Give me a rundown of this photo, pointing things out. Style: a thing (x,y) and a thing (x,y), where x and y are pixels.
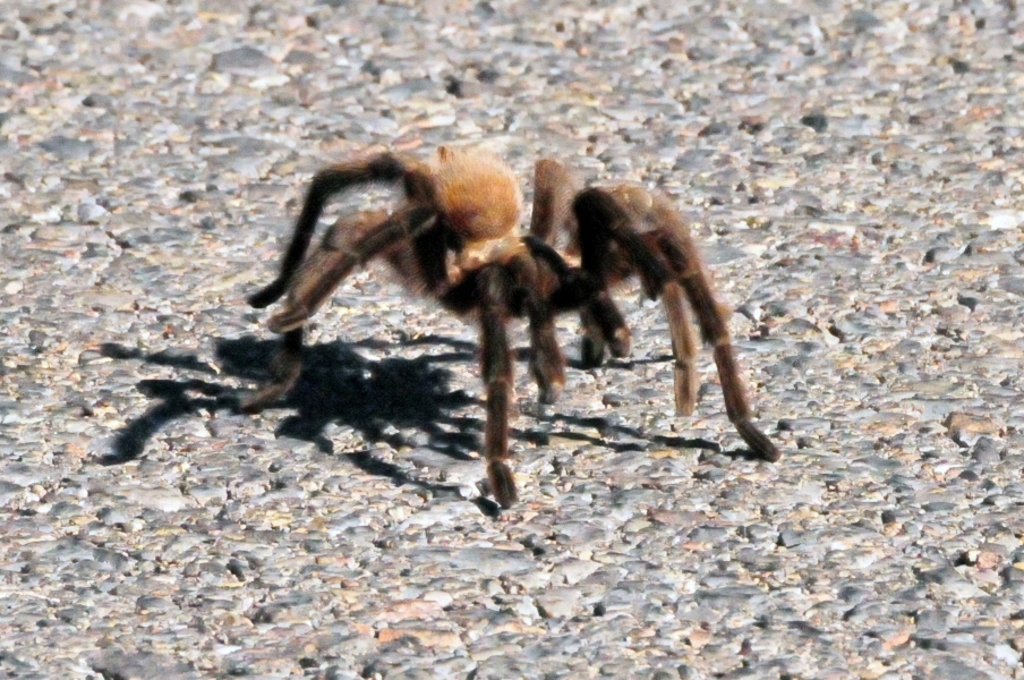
In the middle of the image (593,280) there is a spider (501,379). Spider shadow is on the rock surface (1006,603).
